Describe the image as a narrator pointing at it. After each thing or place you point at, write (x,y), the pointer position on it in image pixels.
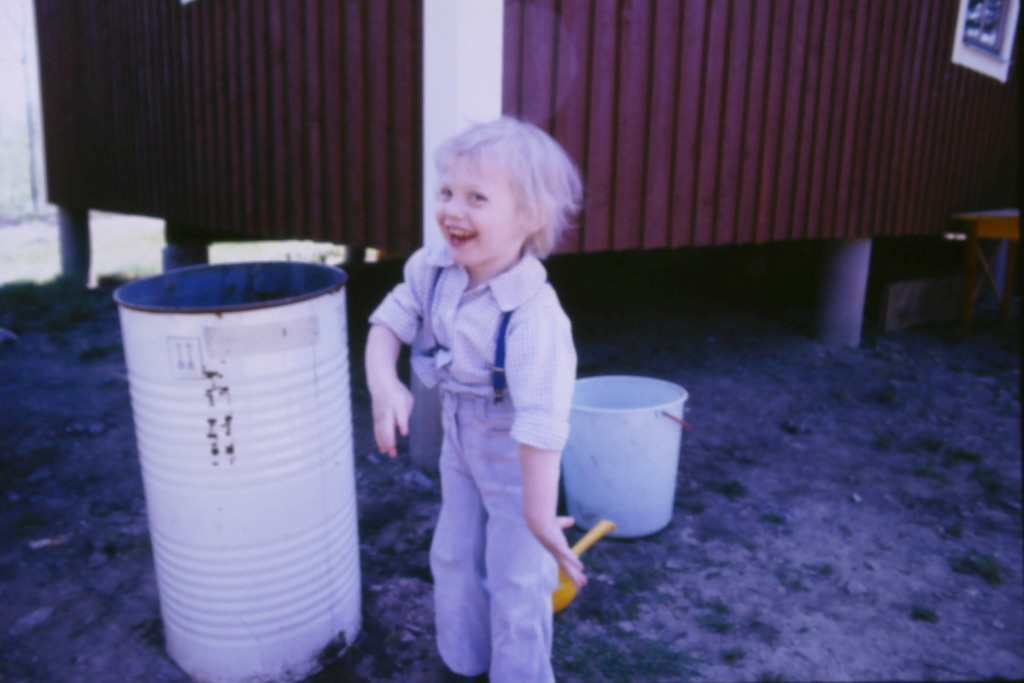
In this image I can see a boy (539,239) and wearing a white color dress (569,344) and I can see a yellow color bowl (555,596) and white color bucket (580,517) and white color drum (237,355) and at the top (408,90) I can see white color pole (425,69) and red color fence (688,68) and boy (501,269) is smiling.
